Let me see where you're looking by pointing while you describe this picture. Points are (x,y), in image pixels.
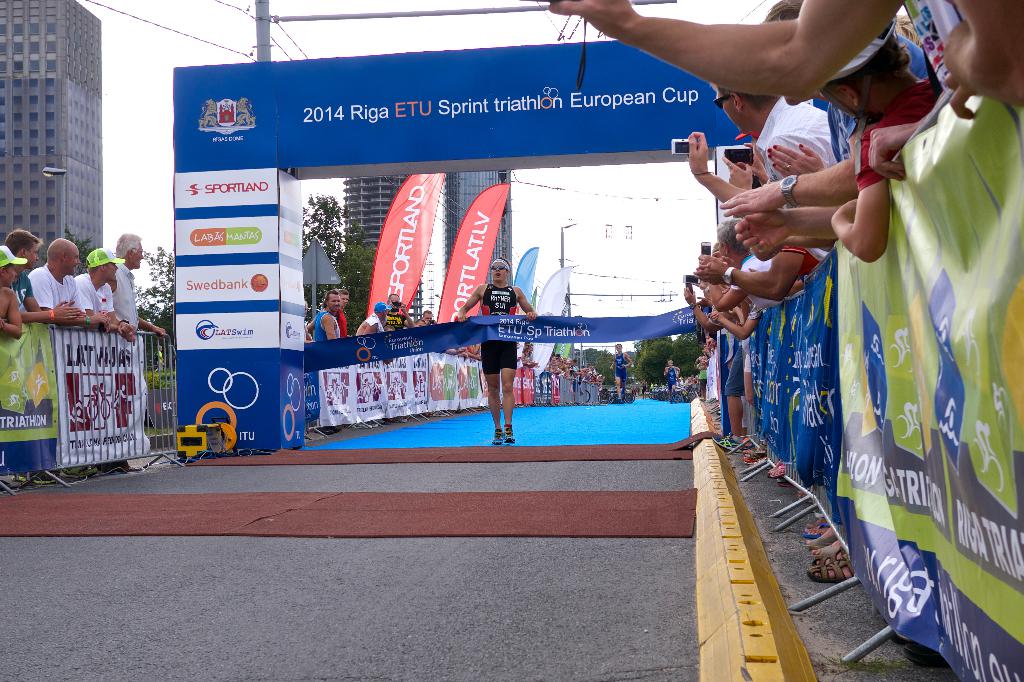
On the right side (761,238). There are many people (837,173). Some are holding mobile (731,153) and camera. And there is a banner (903,446) with stands (809,499). On the left side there is a railing (71,395). And there are many people (19,326). Also there is an arch (304,107). On that something is written. And there is a lady (485,296) holding a banner (594,337). In the background (398,315) there are many people (398,315), trees (333,256), buildings (389,194) and sky (411,21). Also there is a pole (268,32).
